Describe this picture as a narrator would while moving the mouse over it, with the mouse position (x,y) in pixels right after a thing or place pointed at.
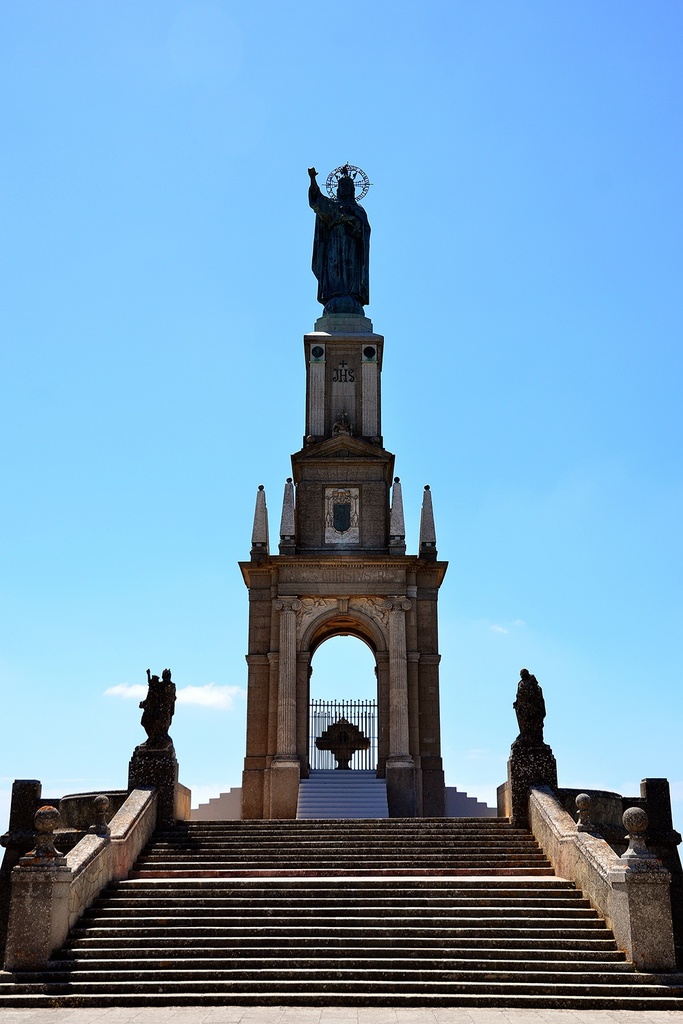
In the center of the image (361,552) there is a tower (346,570) and we can see statue (364,296) on the tower (368,407). At the bottom (228,921) there are stairs (355,907). In the background (483,454) there is sky (452,216).
